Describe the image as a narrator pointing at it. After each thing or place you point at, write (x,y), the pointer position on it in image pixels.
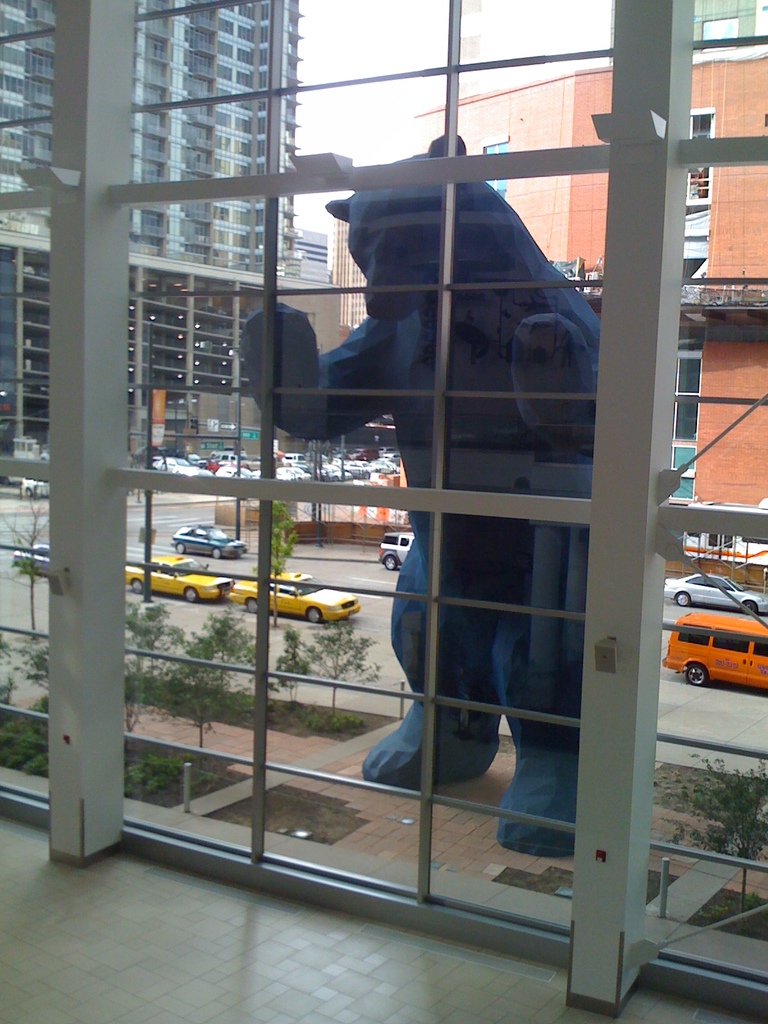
Through the glass (232,249) outside view is visible. In this picture we can see the buildings (255,131), boards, vehicles (183,594), poles (592,604), road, statue (560,433), objects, trees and plants (308,726). At the bottom portion of the picture (359,951) we can see the floor (324,966).
